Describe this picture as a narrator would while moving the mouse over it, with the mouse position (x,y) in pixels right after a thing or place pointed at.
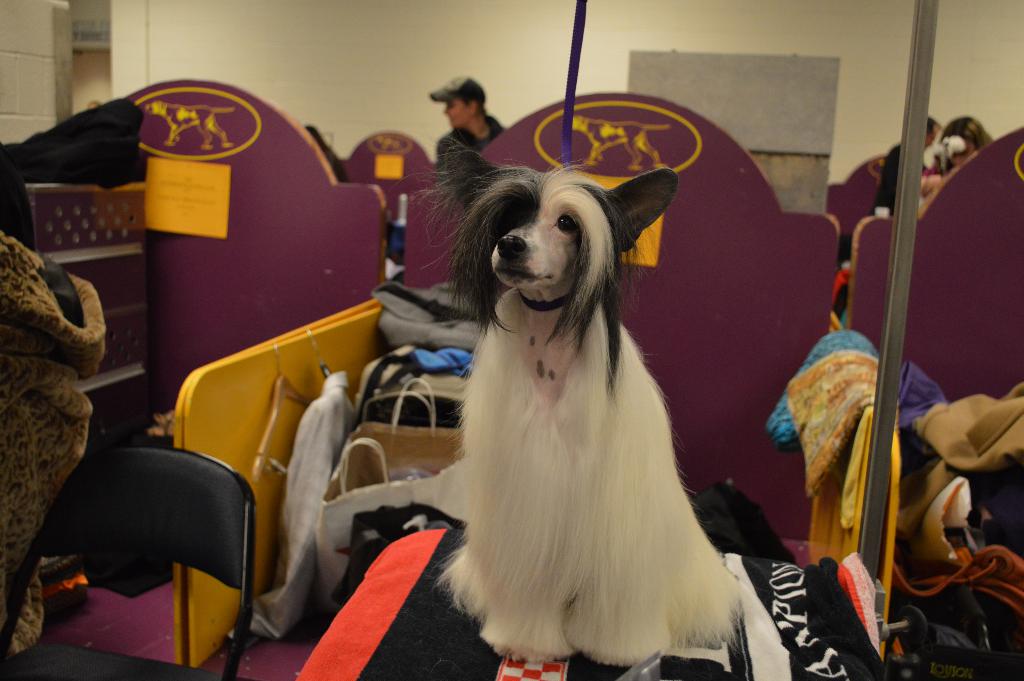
In this picture we can observe a dog (605,459). The dog (550,363) is in white and black color. We can observe a black color chair (175,526) on the left side (45,527). We can observe a pole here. In the background (456,102) there are some people (472,125) standing. There is a purple color railing (698,292) here. In the background (349,38) there is a wall (358,48).
